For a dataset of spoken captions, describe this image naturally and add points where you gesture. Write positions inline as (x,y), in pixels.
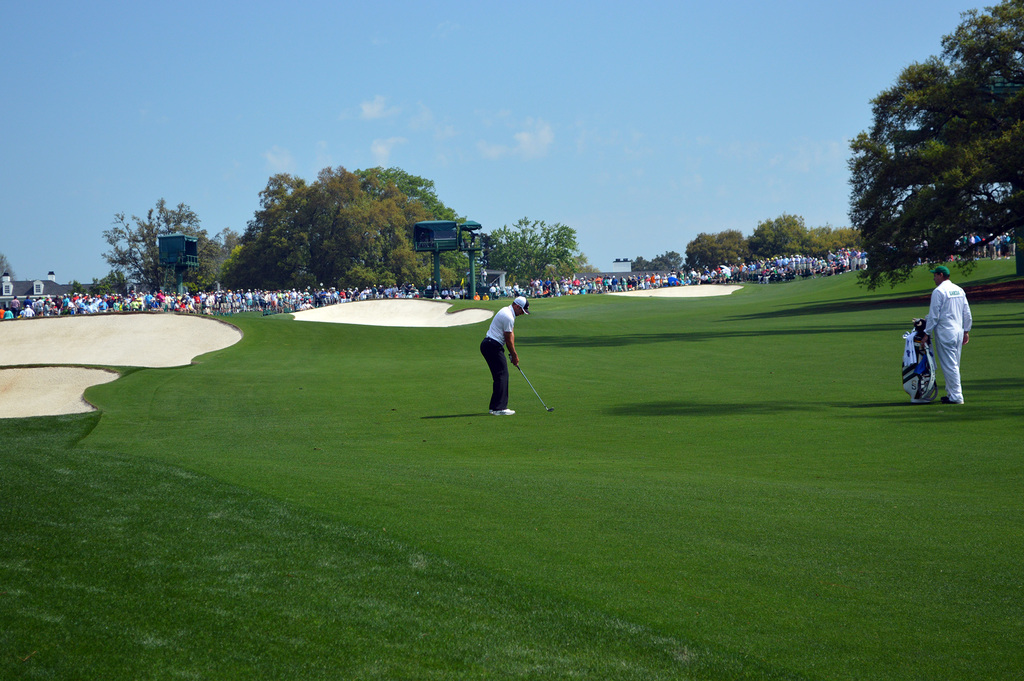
In this image, we can see a few people (169,302) standing. Among them, we can see a person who is holding a golf stick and is standing on the ground (573,485) which is covered with grass (534,410). We can also see trees (372,273). We can also see the sky (387,157).
